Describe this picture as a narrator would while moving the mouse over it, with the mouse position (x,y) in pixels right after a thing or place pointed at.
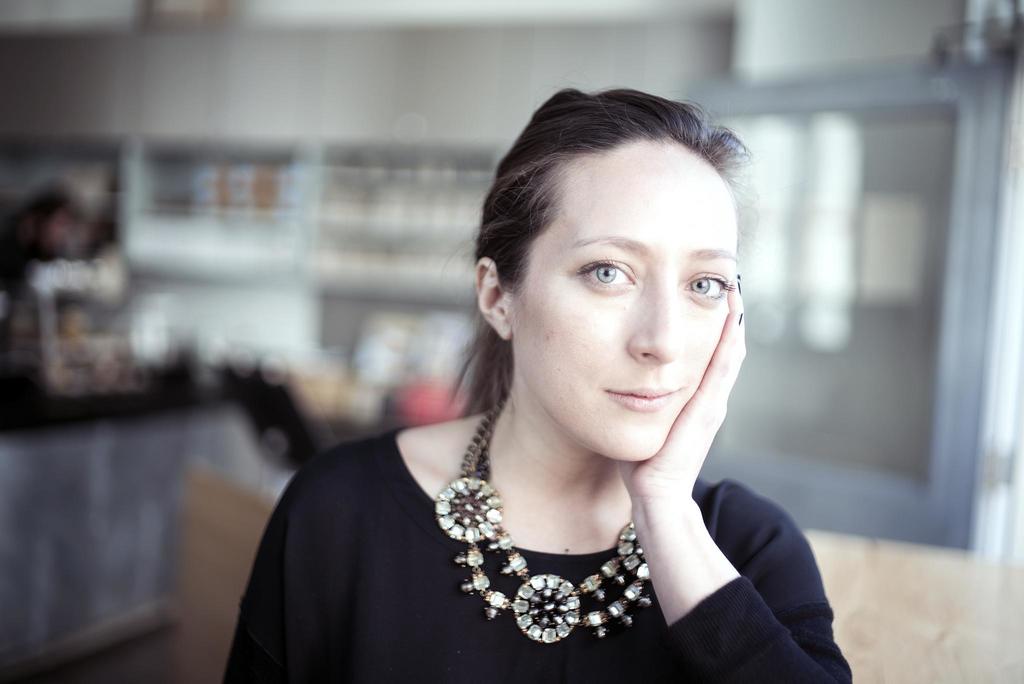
This picture shows an inner view of a room (225,162). we see a woman (263,659) wore a ornament (495,514) and a black color dress (753,639).
